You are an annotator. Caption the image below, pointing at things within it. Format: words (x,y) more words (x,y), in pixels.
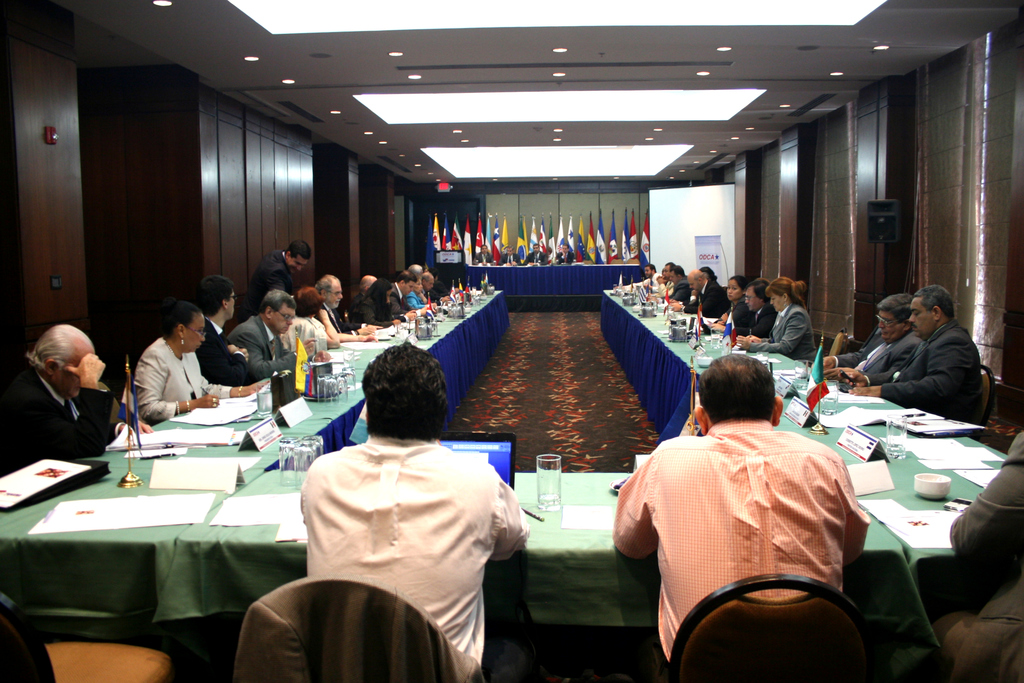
In the foreground of this image (395,541), there are persons (712,577) sitting near the table (307,434) on which papers (212,441), glasses (298,460), pens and a laptop (495,445). In the background (556,277), there are persons (483,250) sitting near the table (591,266), flags (604,230), ceiling (595,88), and the wooden wall (209,202).
